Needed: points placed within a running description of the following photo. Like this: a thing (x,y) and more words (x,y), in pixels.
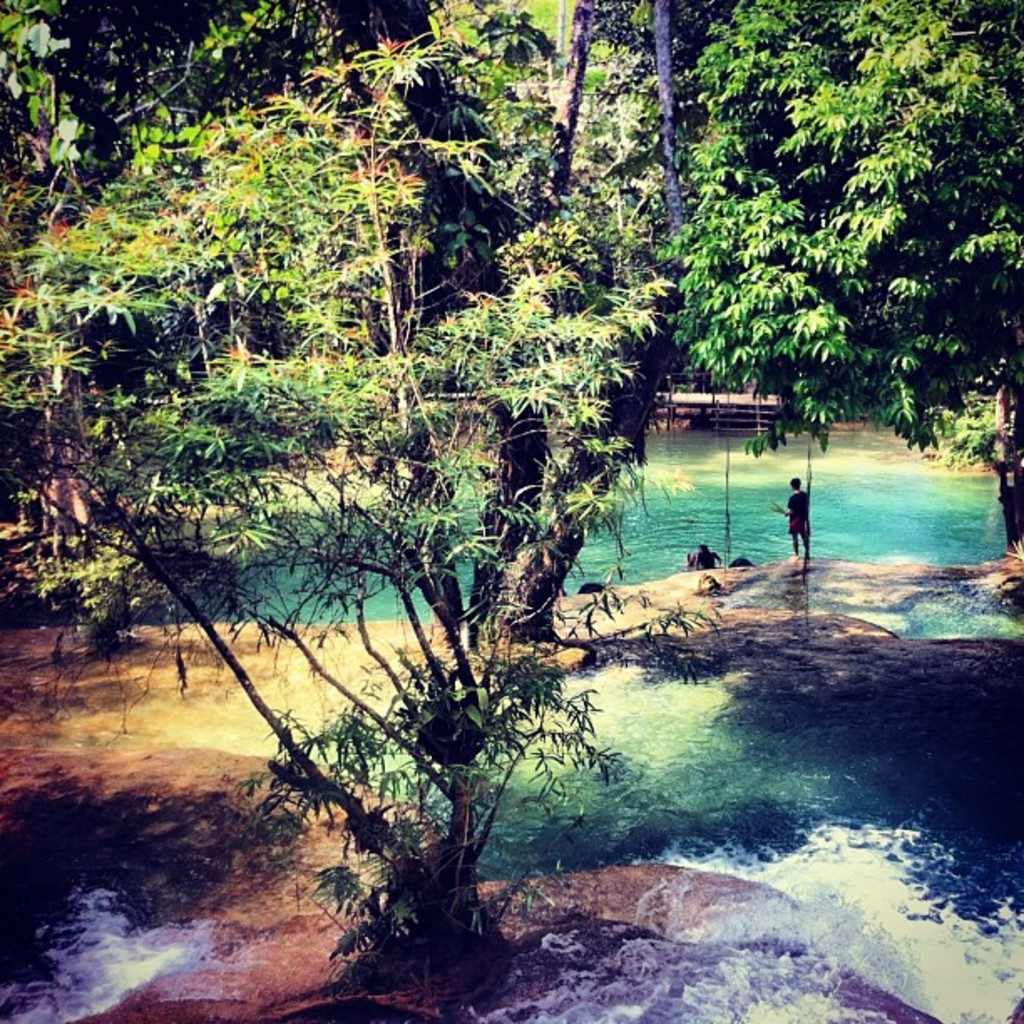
There are many trees (394,281) and water (709,798). Also there are rocks (713,663) and some people (794,517) are there.
